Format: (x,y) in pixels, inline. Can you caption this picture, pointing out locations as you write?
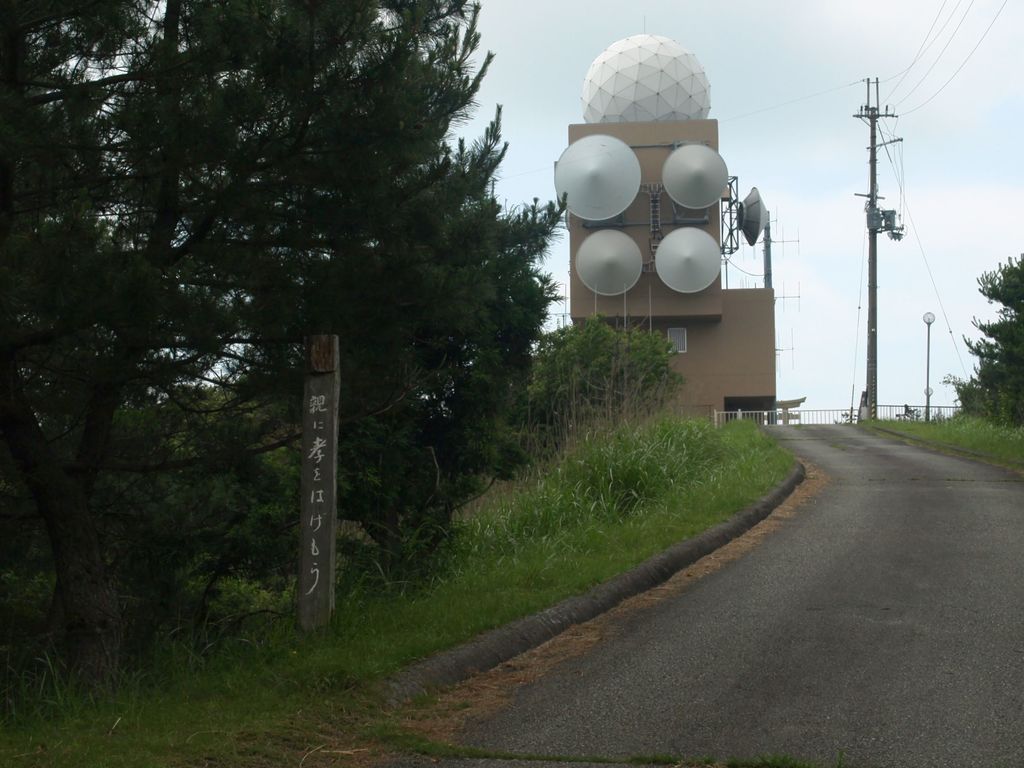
In the background of the image (610,184) there is a building (750,290). There is a electric pole (876,159) and wires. To the left side of the image (56,371) there are trees (451,471), grass (418,638). In the center of the image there is road (842,545).
